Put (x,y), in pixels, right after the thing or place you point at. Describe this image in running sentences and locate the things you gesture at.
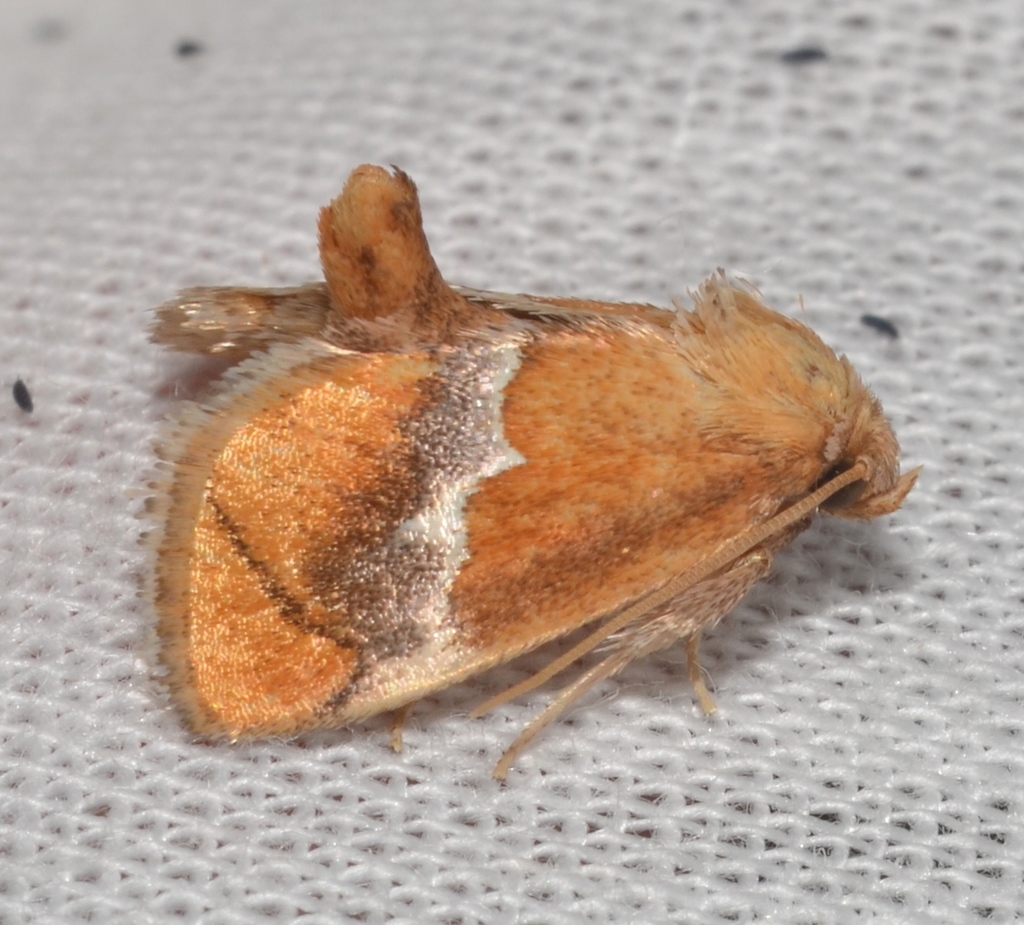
This picture shows a moth (511,484). It is orange and brown in color and we see a white background (21,235).
